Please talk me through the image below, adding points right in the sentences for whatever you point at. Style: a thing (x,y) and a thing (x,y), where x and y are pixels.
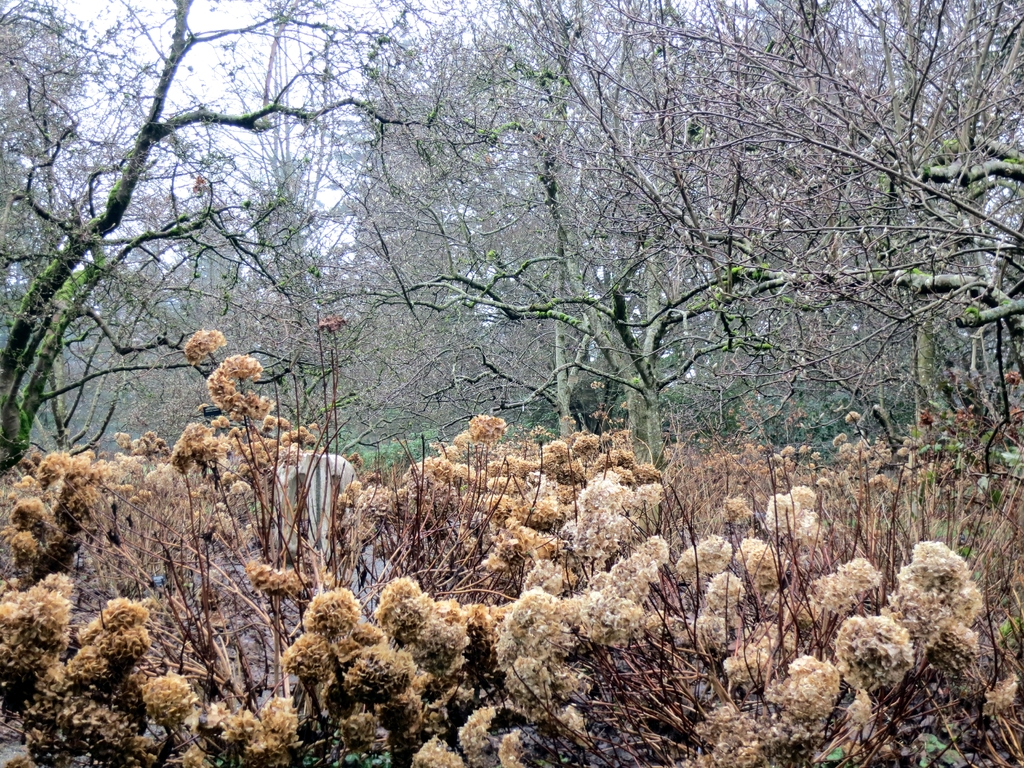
In this image at the bottom (579,600) there are some plants (484,572) and flowers (953,610), and in the background (338,313) there are some trees (501,116) and at the top of the image (211,75) there is sky (179,89).
